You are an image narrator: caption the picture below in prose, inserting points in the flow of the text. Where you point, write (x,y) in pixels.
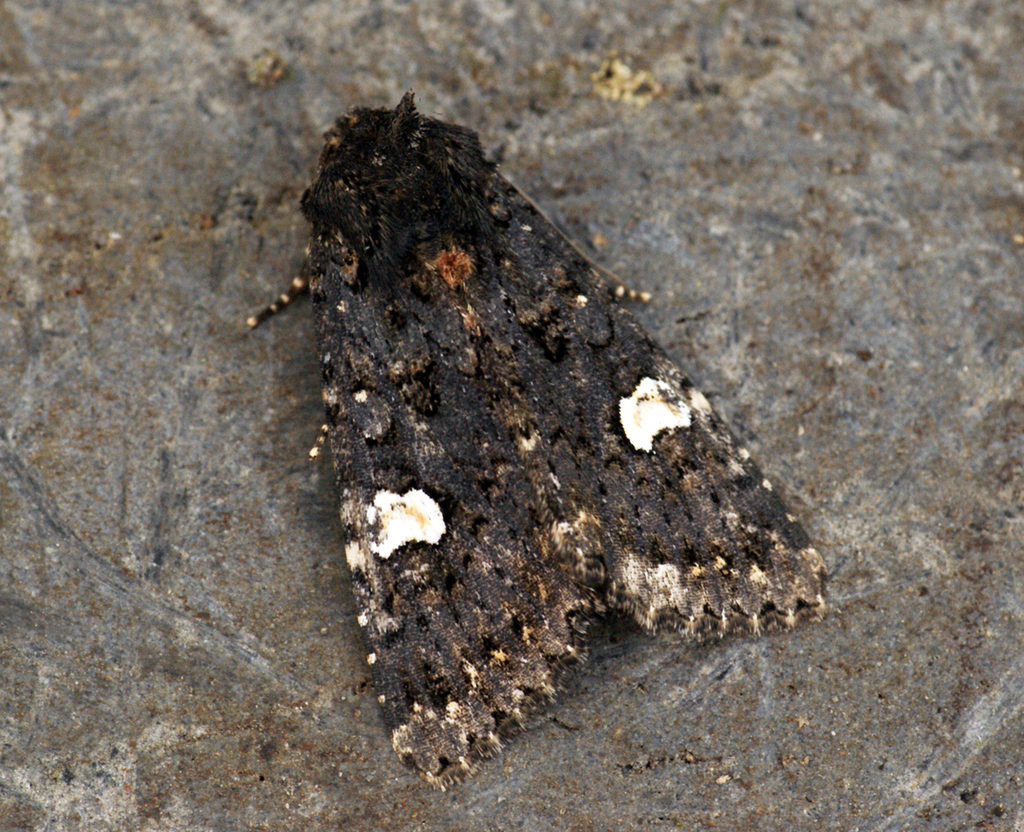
In this image I can see an insect (331,301) which is in black color. It is on the road (285,285).
